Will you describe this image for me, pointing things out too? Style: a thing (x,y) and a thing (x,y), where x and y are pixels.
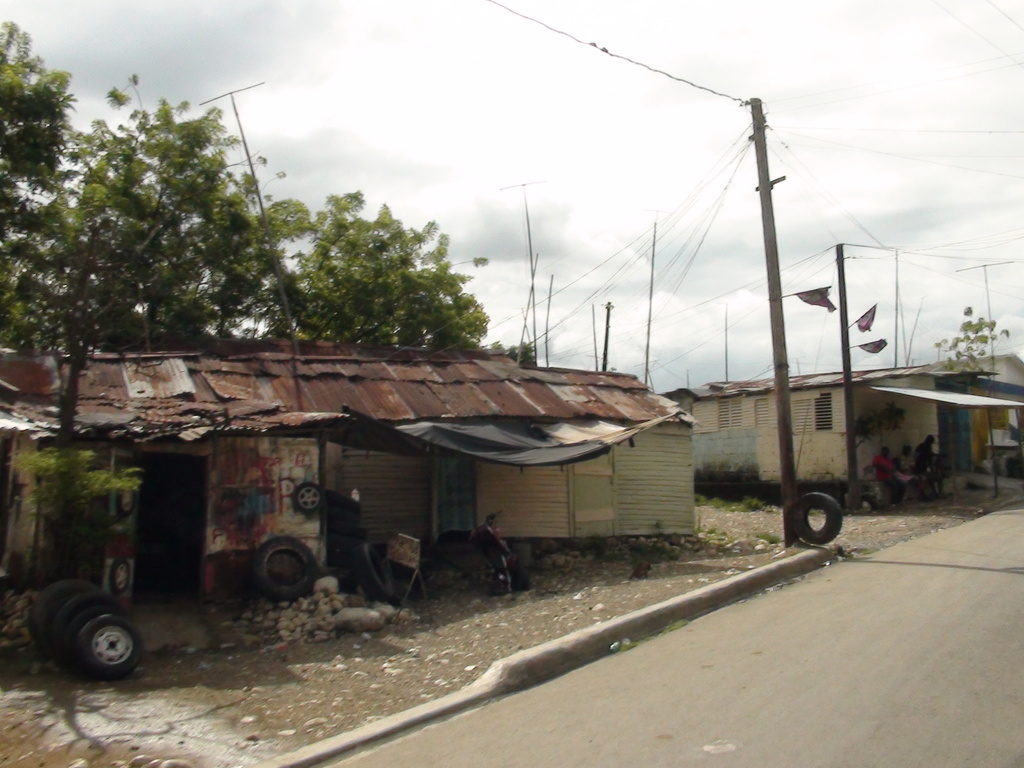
In this image at the bottom (745,730) on the right side (703,702) we can see the road (801,756) and there are houses (475,477), metal sheets (170,373), doors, electric wires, poles (846,306), tyres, stones (597,588), few persons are sitting on a platform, flags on the poles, trees (16,223) and clouds (630,222) in the sky (451,123).
